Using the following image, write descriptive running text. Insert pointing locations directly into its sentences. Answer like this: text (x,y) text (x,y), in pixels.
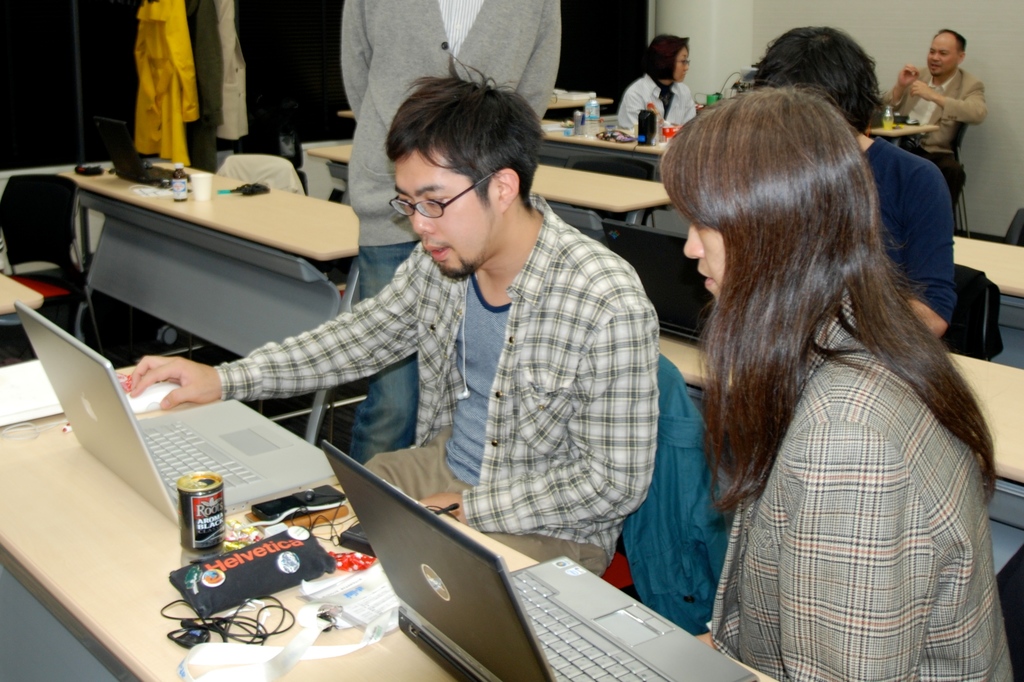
As we can see in the image there are few people (528,238) sitting and one person (511,61) standing. There are tables (293,204) and chairs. On this table (423,679) there are laptops (232,452) and wire (226,618).
